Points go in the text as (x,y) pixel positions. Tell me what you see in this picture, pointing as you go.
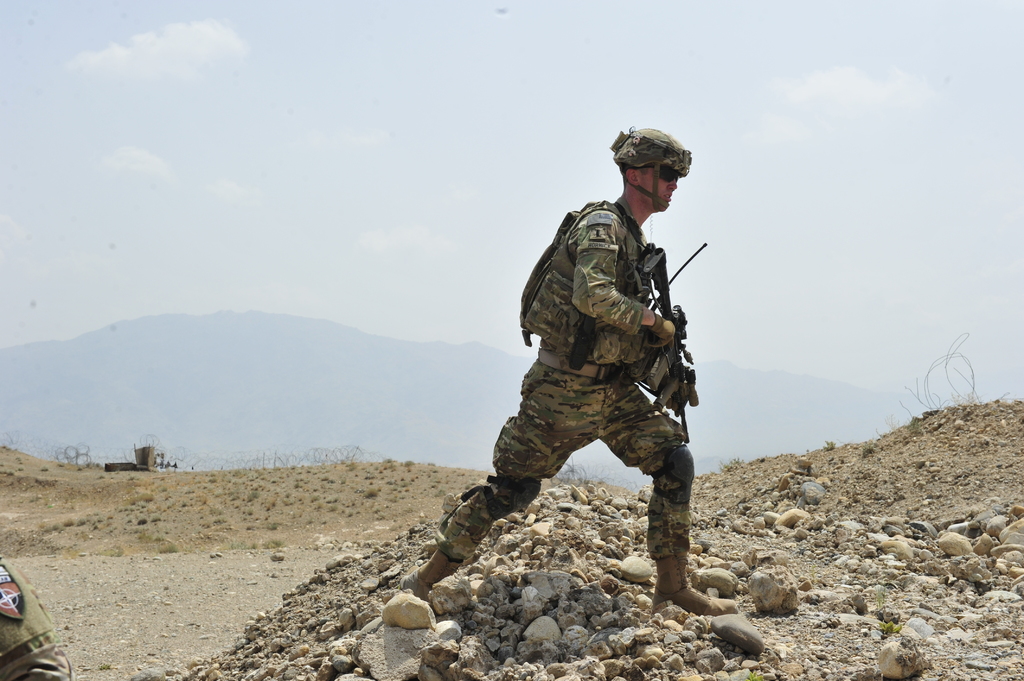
In this image we can see a man (581,421) standing on the ground (771,630) and he is holding a gun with his hands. There are stones (643,533). In the background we can see mountain (772,442) and sky (677,212) with clouds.
